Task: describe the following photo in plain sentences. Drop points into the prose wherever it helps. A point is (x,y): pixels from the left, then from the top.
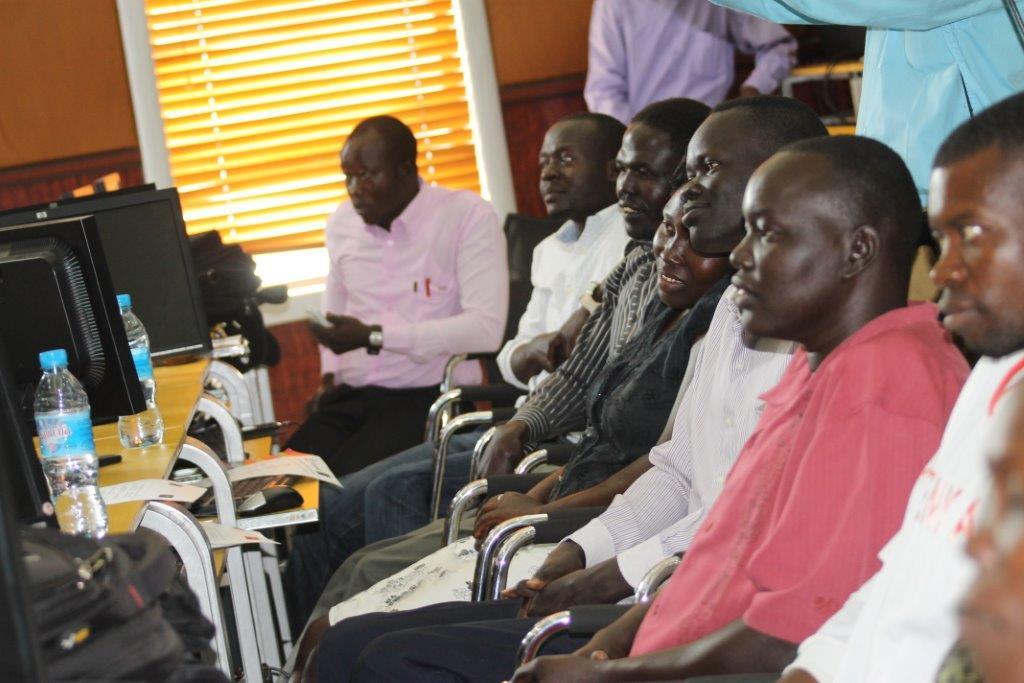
On the right side of the image (730,310) there are a few people (598,274) sitting, in front of them there is a table (254,372). On the table (122,455) there are few monitors (104,314). In the background (32,65) there is a wall (503,23).
